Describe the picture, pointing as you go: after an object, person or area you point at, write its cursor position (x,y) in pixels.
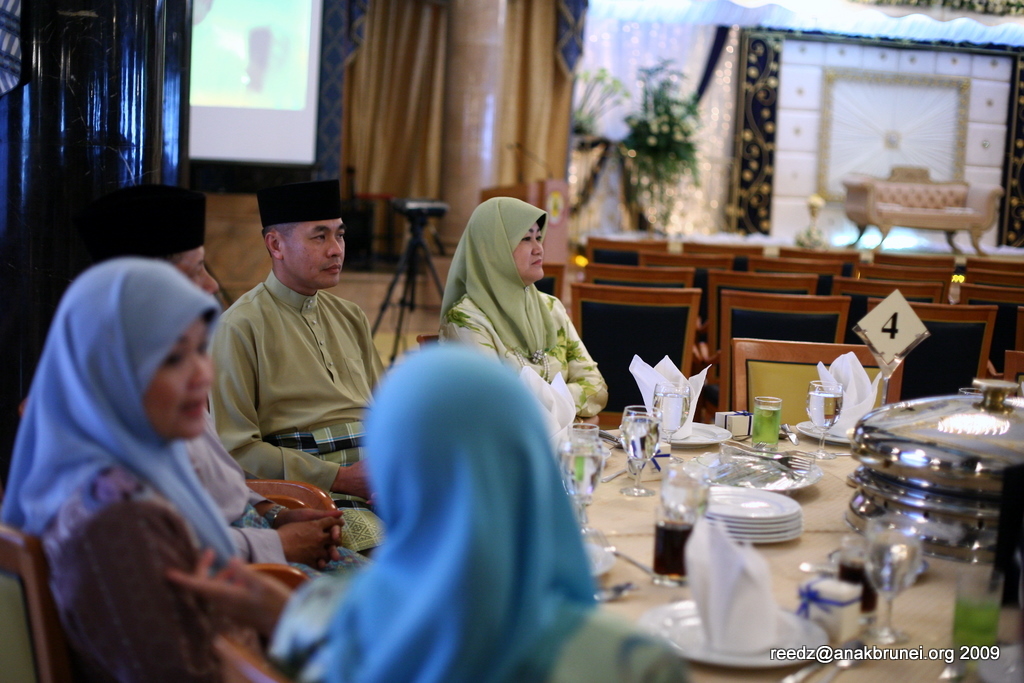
In a restaurant (443,278) there is a dining table (788,633) and a group of people (394,414) are sitting around a table (949,579) and there are a lot of items (765,490) kept on the table (618,499) like tissues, plates (706,471), glasses (692,477), bowls (864,445) with food (904,463) and many more, behind them there is camera (421,216) and beside the camera (414,266) there are a lot of chairs (837,287) that are empty, in the background (949,221) it is a big sofa (924,196) and beside the sofa (869,189) there are some plants (666,107) and curtains (549,121).
